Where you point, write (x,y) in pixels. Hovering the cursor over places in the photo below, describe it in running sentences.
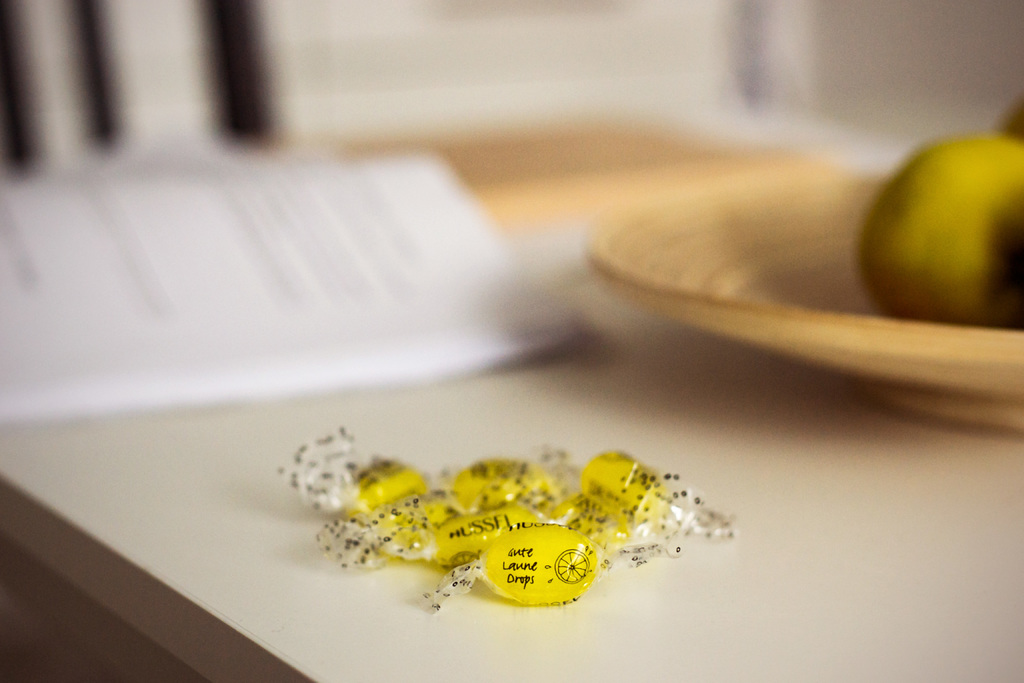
We can see candies (494,515) and objects (657,265) on the table (591,648). In the background (807,90) it is blur.
